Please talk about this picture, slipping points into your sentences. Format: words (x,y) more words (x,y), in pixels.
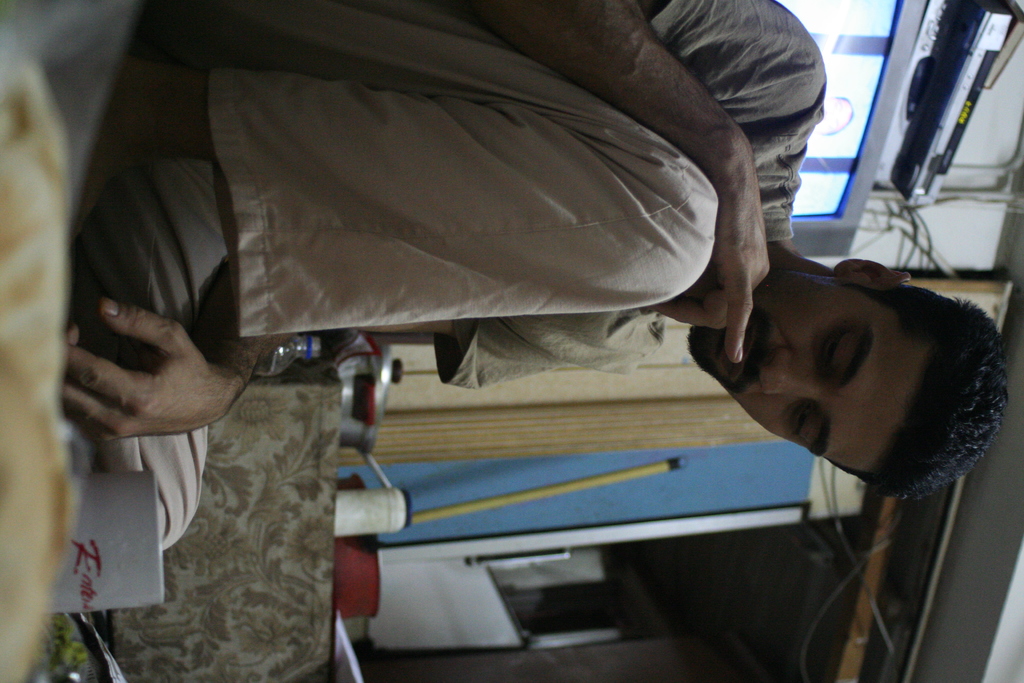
In this image, we can see a person (102,436) sitting. We can also see a bottle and a mug (126,497). We can see a table (320,485) with some objects (362,513). We can also see the wall (961,243) with a television (855,7), some devices (925,196) and objects (929,229).
